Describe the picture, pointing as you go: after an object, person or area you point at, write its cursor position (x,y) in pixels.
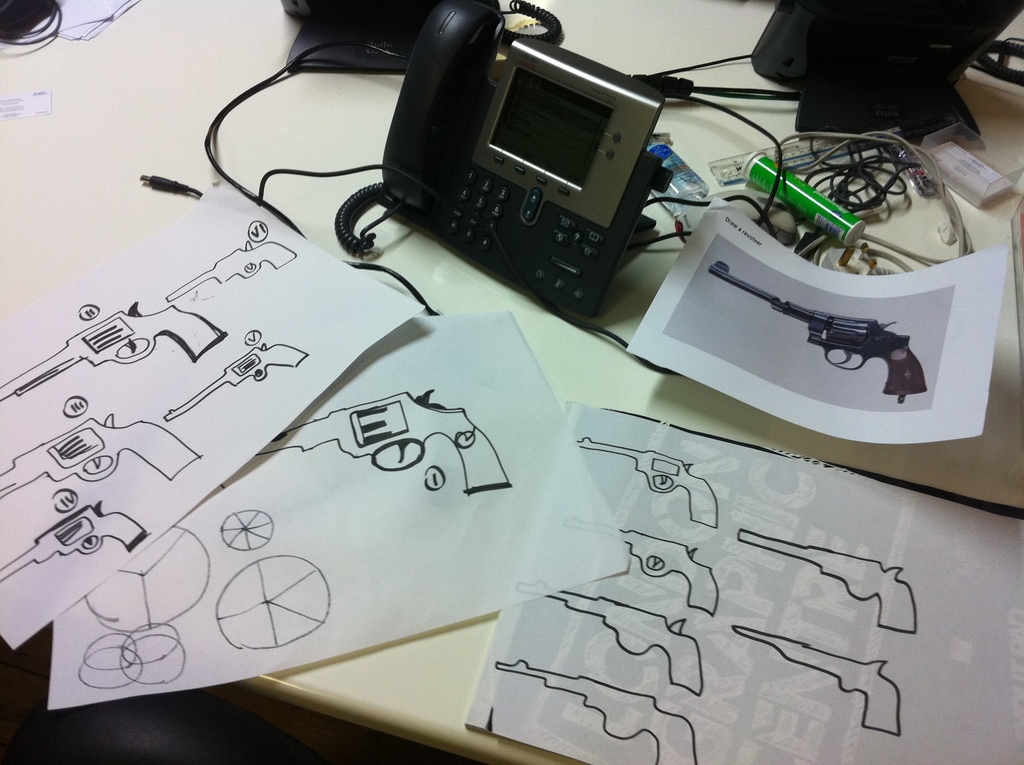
In this image, we can see a table (417,736) contains papers (497,471), telephones (588,276), cables (913,256) and some objects (920,185).
